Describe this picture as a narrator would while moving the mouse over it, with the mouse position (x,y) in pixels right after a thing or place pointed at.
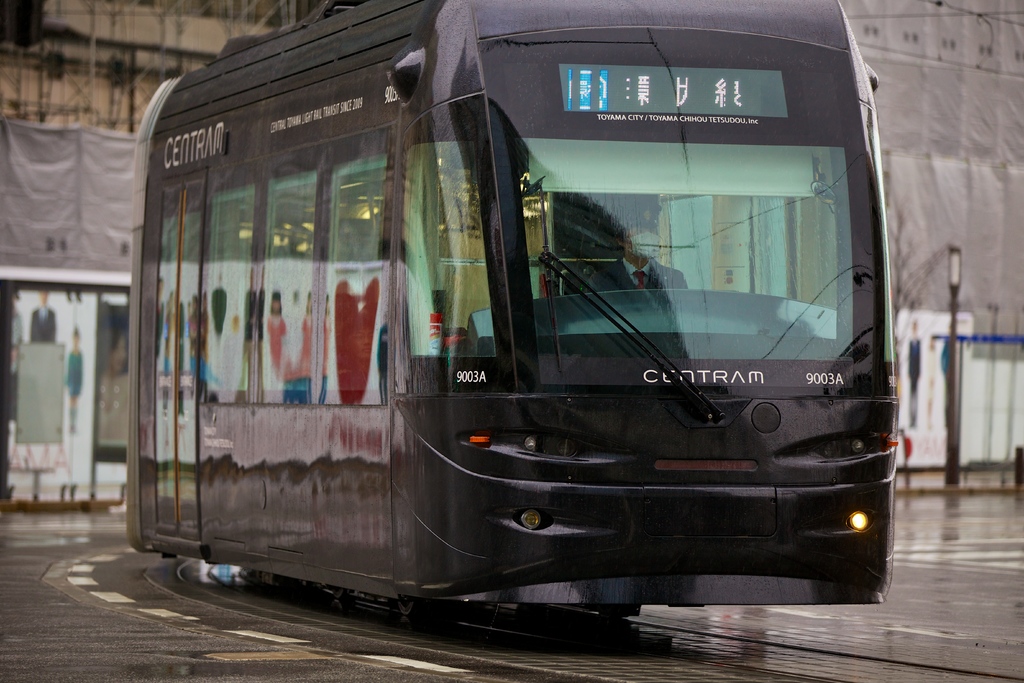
As we can see in the image in the front (435,382) there is a black color tram (471,298). In the background (923,258) there is a dry tree (908,250), buildings (956,123) and cloth (93,199).
